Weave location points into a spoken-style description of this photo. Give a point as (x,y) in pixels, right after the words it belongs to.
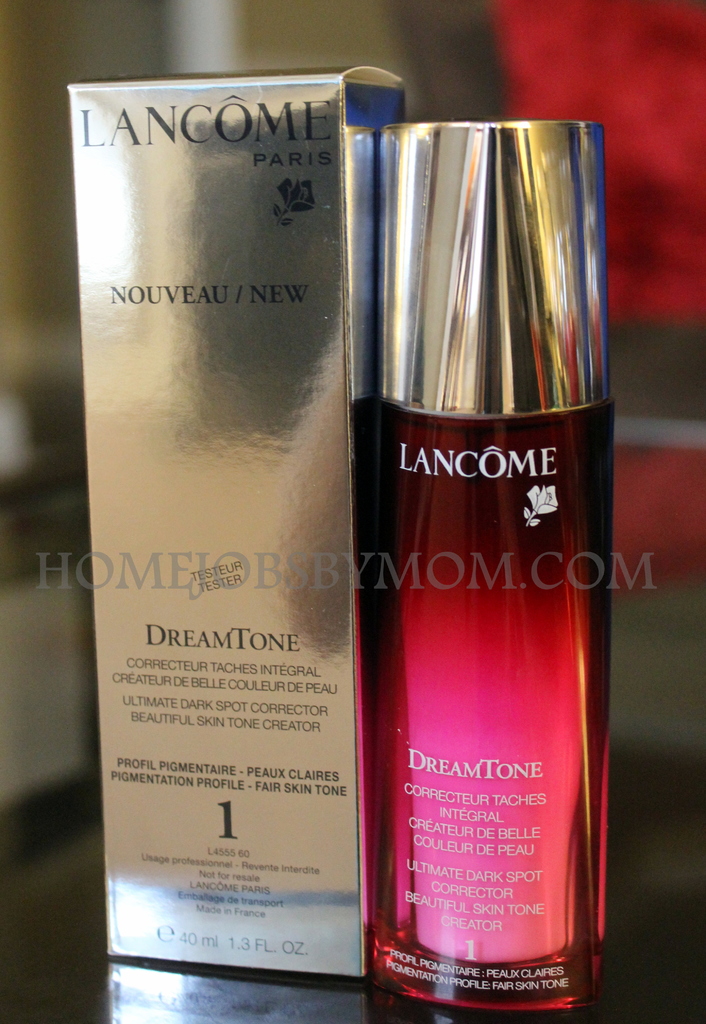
In the image there is a box (209,505) with text (208,722) on it. Beside the box (260,533) there is a bottle (431,368) with text (495,471) on it. There is a watermark (240,566) in the image. And there is a blur background (83,4).
